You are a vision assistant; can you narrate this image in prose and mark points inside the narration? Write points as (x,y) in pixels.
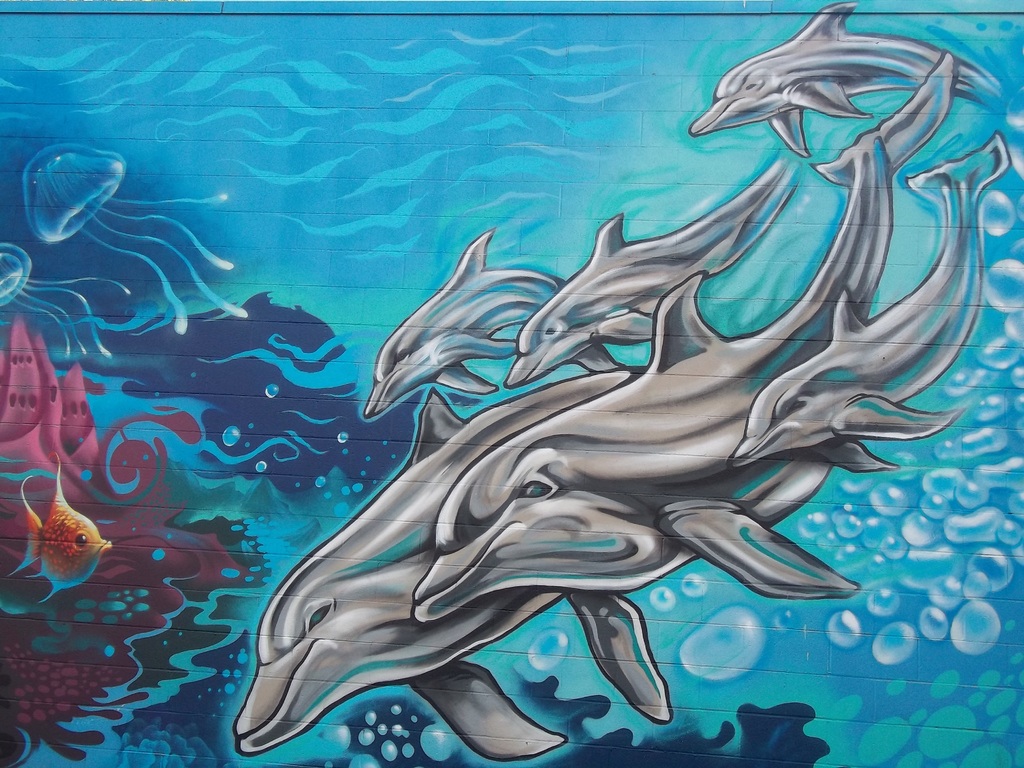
In the image we can see a painting (485,125) on wall (349,45). In the painting (457,383) we can see some fishes (61,489) and dolphins (432,294).
